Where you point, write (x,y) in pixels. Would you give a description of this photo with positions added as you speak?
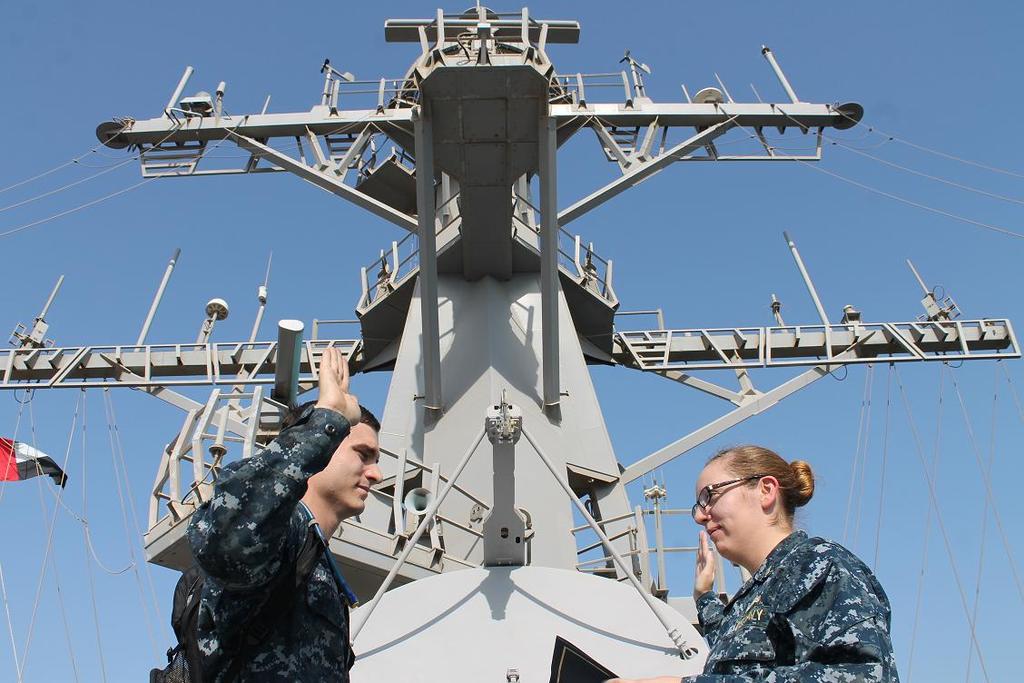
This picture shows a man (285,433) and a woman (842,609) standing we see a tower (420,185) and a flag (26,459). Women (718,474) wore spectacles (695,490) on her face (758,495) and we see a blue sky (594,92).
